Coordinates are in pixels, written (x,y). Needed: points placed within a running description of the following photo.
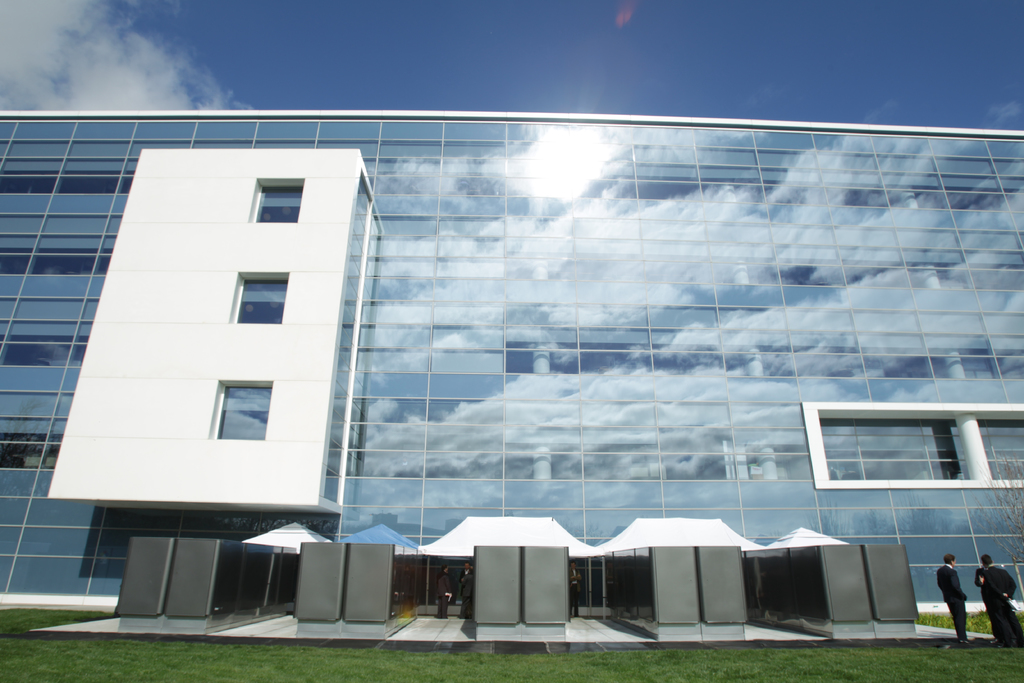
In this image I can see the group of people (957,600) standing on the ground (941,625) with black color dresses (1001,608). To the side I can see the building (462,478) which is in blue color. I can also see few people (463,604) under the building (424,604). In the back (226,106) there are clouds (39,41) and the blue sky (430,102).
